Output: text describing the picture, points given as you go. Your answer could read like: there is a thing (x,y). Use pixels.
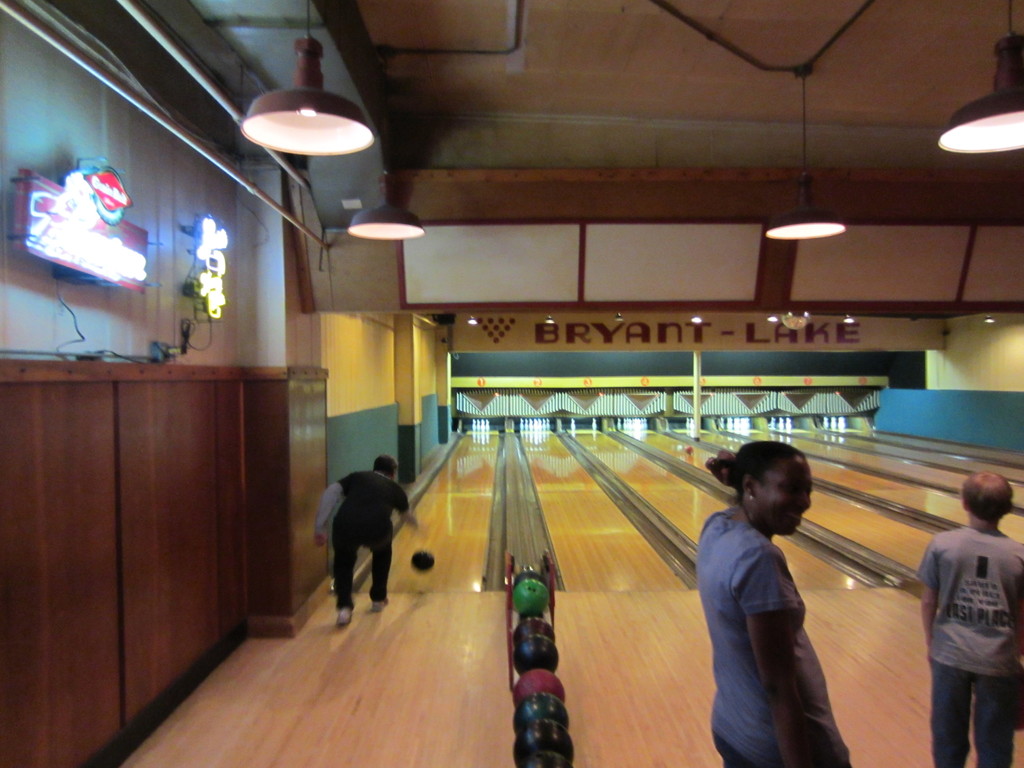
In this image there is a man (349,539) on the left side (320,542) who is playing the bowling game. Beside him there are balls (524,611) kept on the stand (512,677). On the right side (738,605) there are two persons (769,662) standing on the floor (894,693). At the top (352,126) there are lights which are hanged to the roof (660,91). On the left side (74,219) there are lights (132,235) which are attached to the wall (66,100). There are cones (548,427) kept on the wooden surface (475,436) which are used for the bowling game.
